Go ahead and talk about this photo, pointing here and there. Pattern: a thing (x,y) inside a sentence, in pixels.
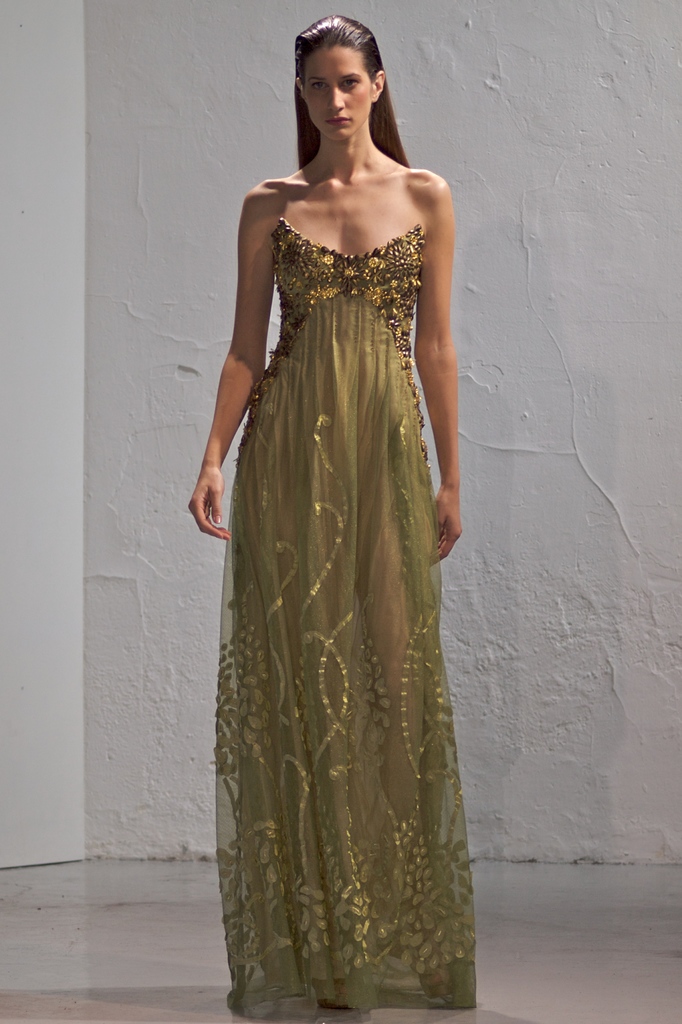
In this image, we can see a woman (210,463) standing, in the background (99,501), we can see a wall (166,278).
